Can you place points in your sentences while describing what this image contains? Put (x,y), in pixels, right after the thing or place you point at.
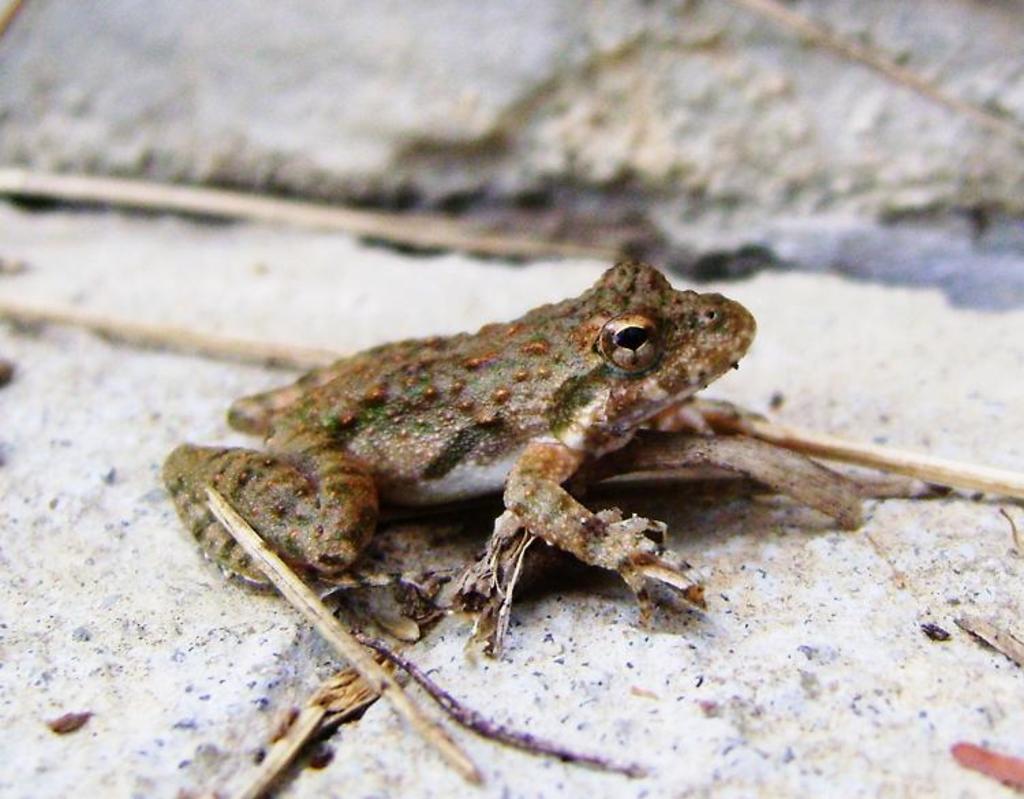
In the foreground of this image (548,412), there is a frog (525,422) on the surface (736,670) and we can also see few sticks (758,472).
